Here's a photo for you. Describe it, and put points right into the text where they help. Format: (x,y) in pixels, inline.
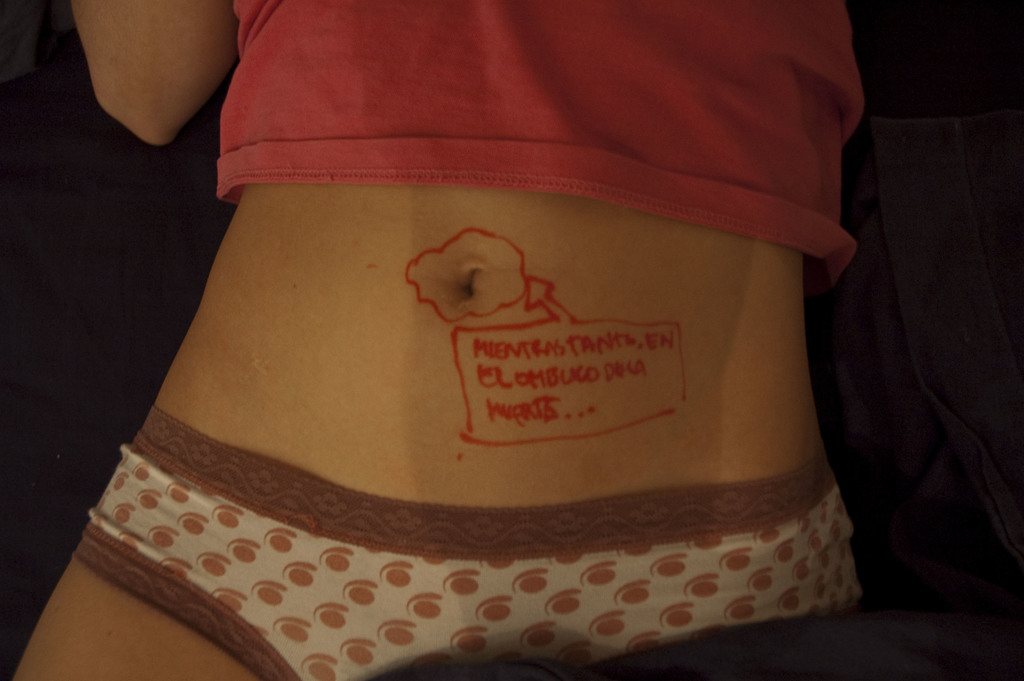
The picture consists of a person (581,45) wearing a pink top (468,101).
